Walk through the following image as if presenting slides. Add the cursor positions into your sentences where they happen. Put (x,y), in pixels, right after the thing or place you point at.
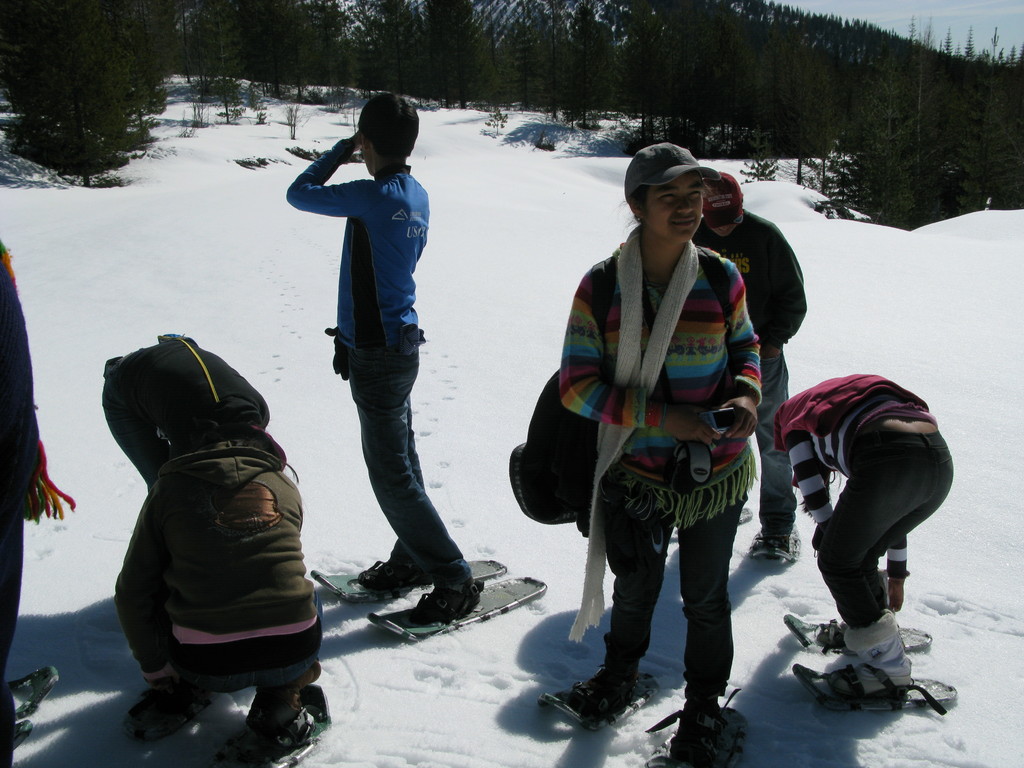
In this image we can see these people (886,385) are snowshoeing on the snow (980,488) using snowshoes (844,701). In the background (990,78), we can see trees (1013,99) and the sky (1008,48).
